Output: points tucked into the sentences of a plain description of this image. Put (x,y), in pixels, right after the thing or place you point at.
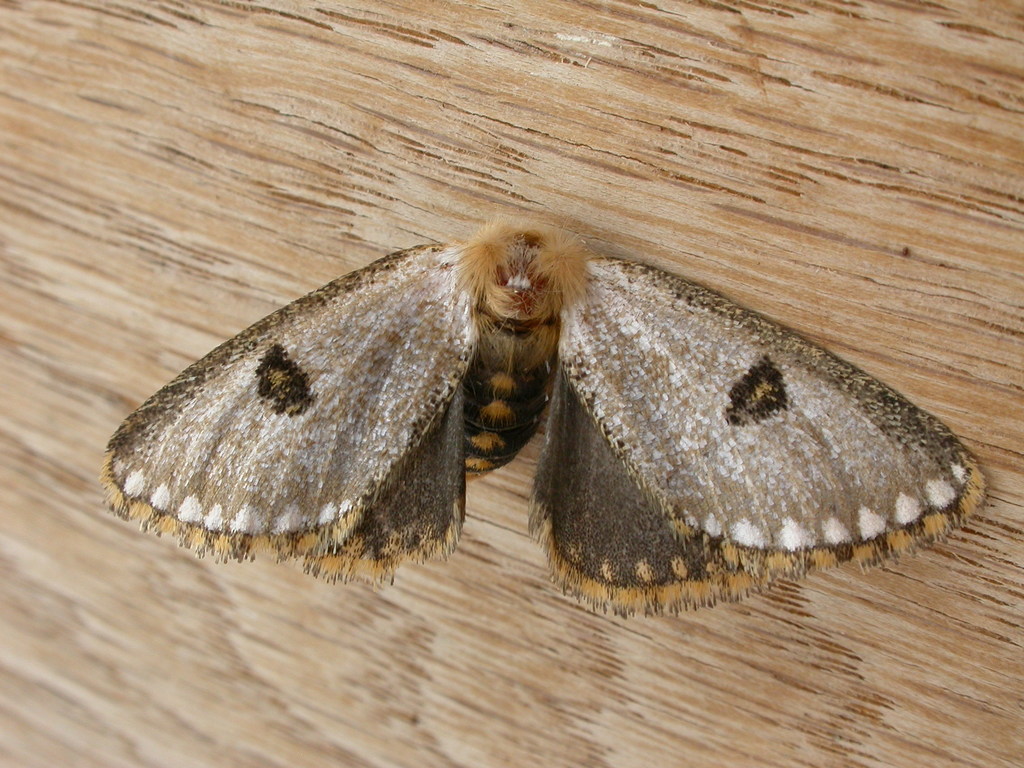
In the center of the image (342,326) there is a moth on the wooden surface (113,613).
